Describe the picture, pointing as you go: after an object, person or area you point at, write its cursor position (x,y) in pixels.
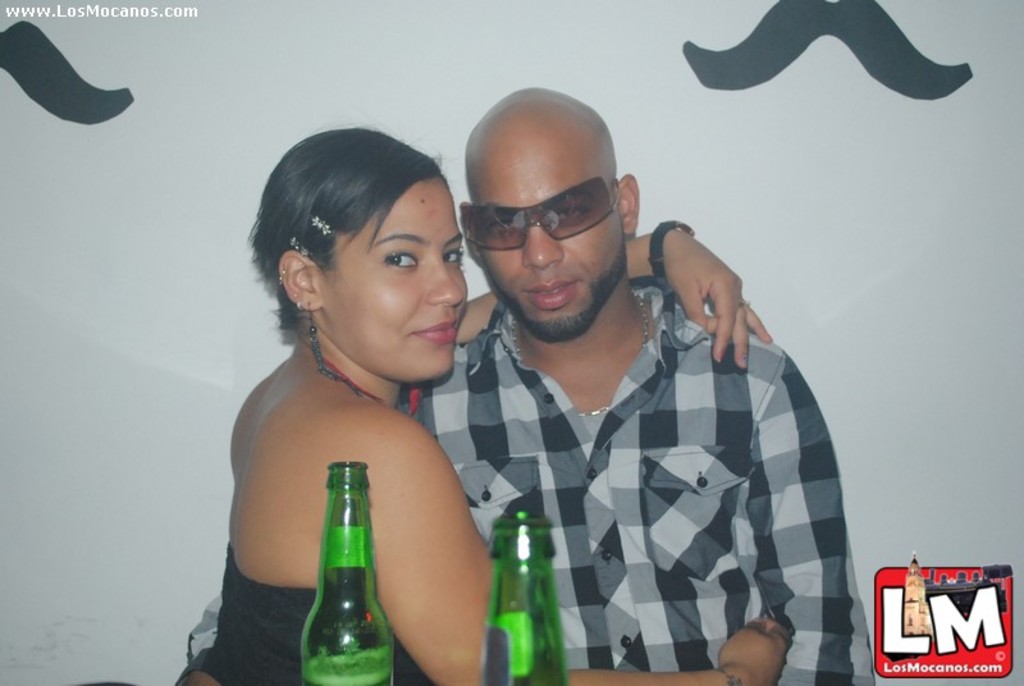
This image consists of two persons (421,478), a man (559,368) and woman (312,521). There are two bottles (368,549) in front of them. There is a logo (967,599) in the bottom right corner (955,602).
